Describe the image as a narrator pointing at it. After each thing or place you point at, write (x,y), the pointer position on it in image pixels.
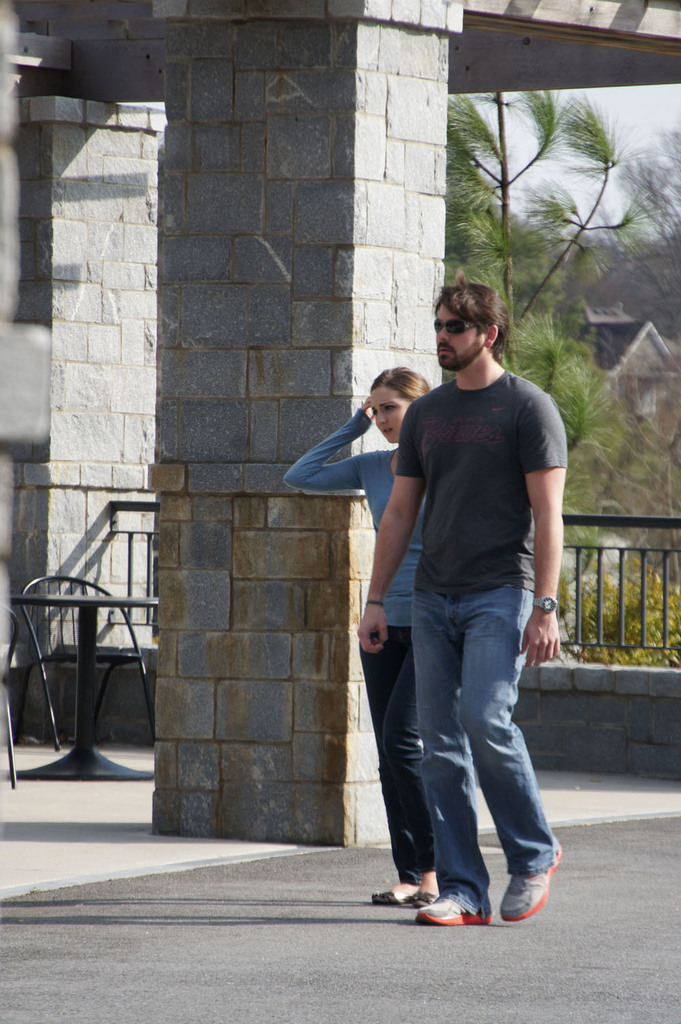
In the image we can see there are two people (446,560) who are standing on this road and beside them there is a pillar (254,244) which is made up of stones (257,426) and behind them there is a tree (498,254) and buildings (641,344).
